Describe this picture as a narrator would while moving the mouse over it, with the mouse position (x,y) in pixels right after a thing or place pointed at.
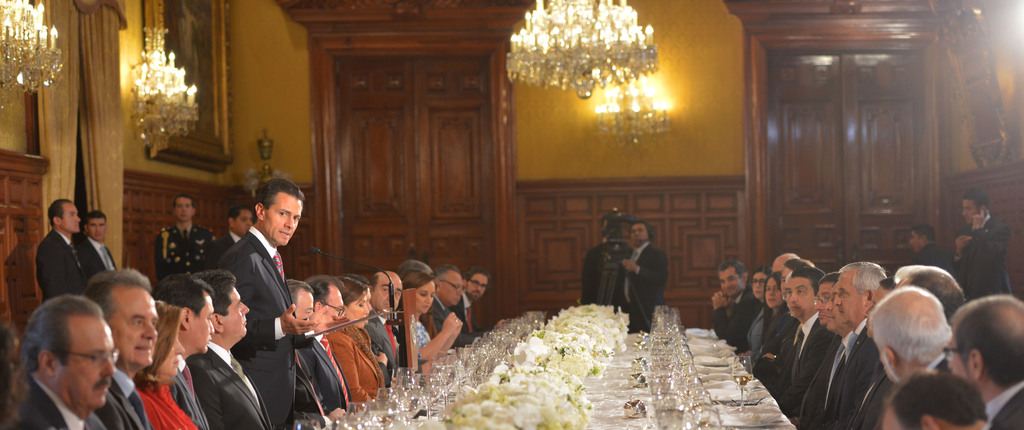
In this picture I can see there is a table (619,418) here and there are crockery (663,382) placed here on the table (613,381), like there are plates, glasses (666,388), and napkins (710,382) and there are few people (447,332) sitting at the table (626,364) and there is a person (272,245) standing here and he is speaking in the microphone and there is a door (852,246), curtain (97,81) and there is a window (79,149). On the wall (136,18) there are photo frames (190,26).
